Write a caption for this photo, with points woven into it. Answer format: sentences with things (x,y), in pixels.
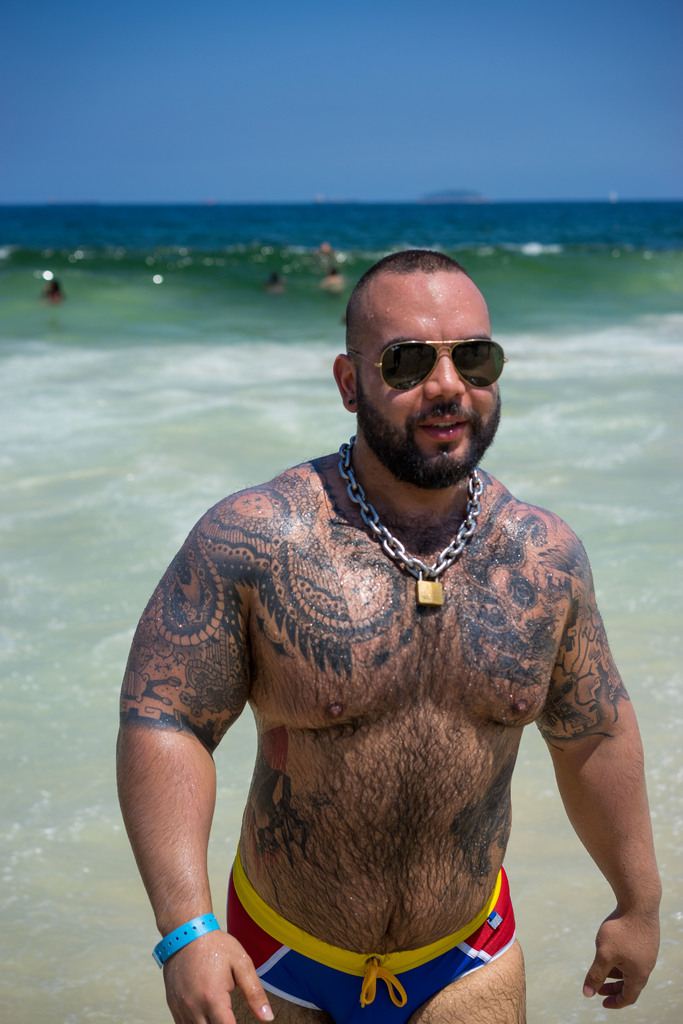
This image consists of a man (297,795) walking. He is wearing a chain (437,574) along with a lock (426,595). It looks like it is clicked near the beach (600,489). In the background (173,452), we can see the water (428,247) and few persons (55,283) swimming.
